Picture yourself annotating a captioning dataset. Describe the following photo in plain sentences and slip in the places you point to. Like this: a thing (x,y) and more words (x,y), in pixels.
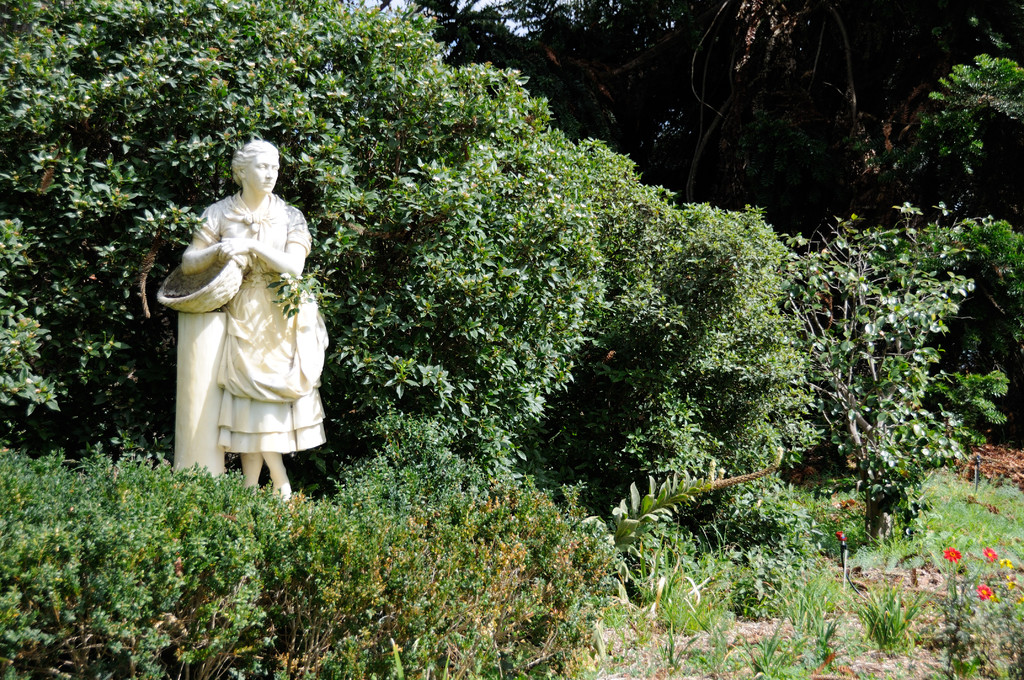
At the bottom (323,630) there are many plants (317,612). On the left side (250,255) there is a statue (247,372) of a person (257,369). In the background (490,203) there are many trees (595,273).
